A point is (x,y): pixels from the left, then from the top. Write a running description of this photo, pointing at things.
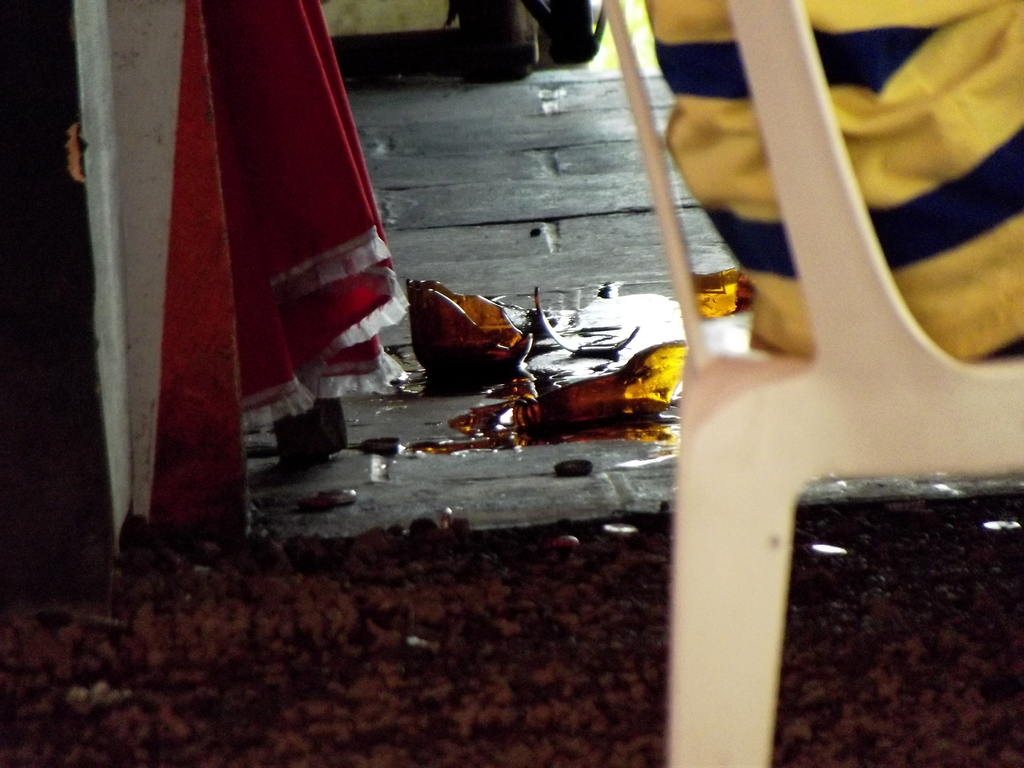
In this image I can see a broken glass (597,394) with some liquid (667,327) in the center of the image (543,412). At the bottom of the image (413,728) I can see the ground (271,611). On the left side of the image (227,208) I can see a red color cloth (237,229). On the right hand side of the image (910,131) I can see a person (895,128) sitting in a plastic chair (719,368).
